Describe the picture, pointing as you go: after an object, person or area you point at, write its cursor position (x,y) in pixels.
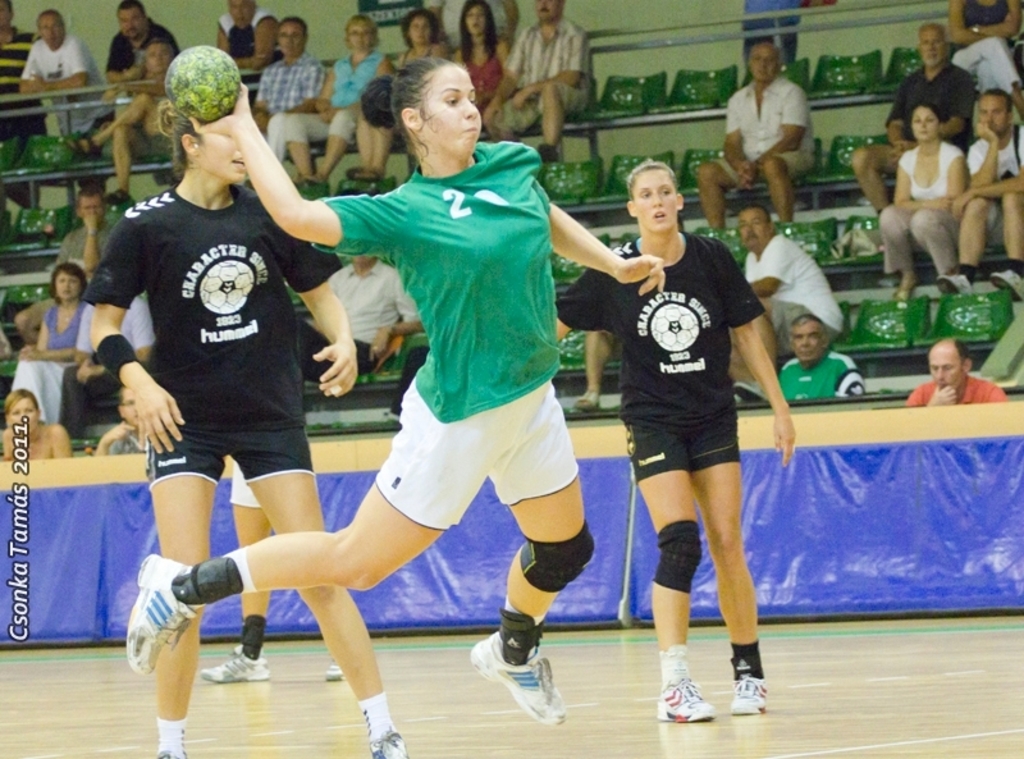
In this image we can see three people (507,646) and one among them holding a ball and it looks like they are playing. In the background (293,141), we can see some people (891,132) sitting on chairs (605,117) and few people (122,32) are standing and it looks like the stadium (827,200).
